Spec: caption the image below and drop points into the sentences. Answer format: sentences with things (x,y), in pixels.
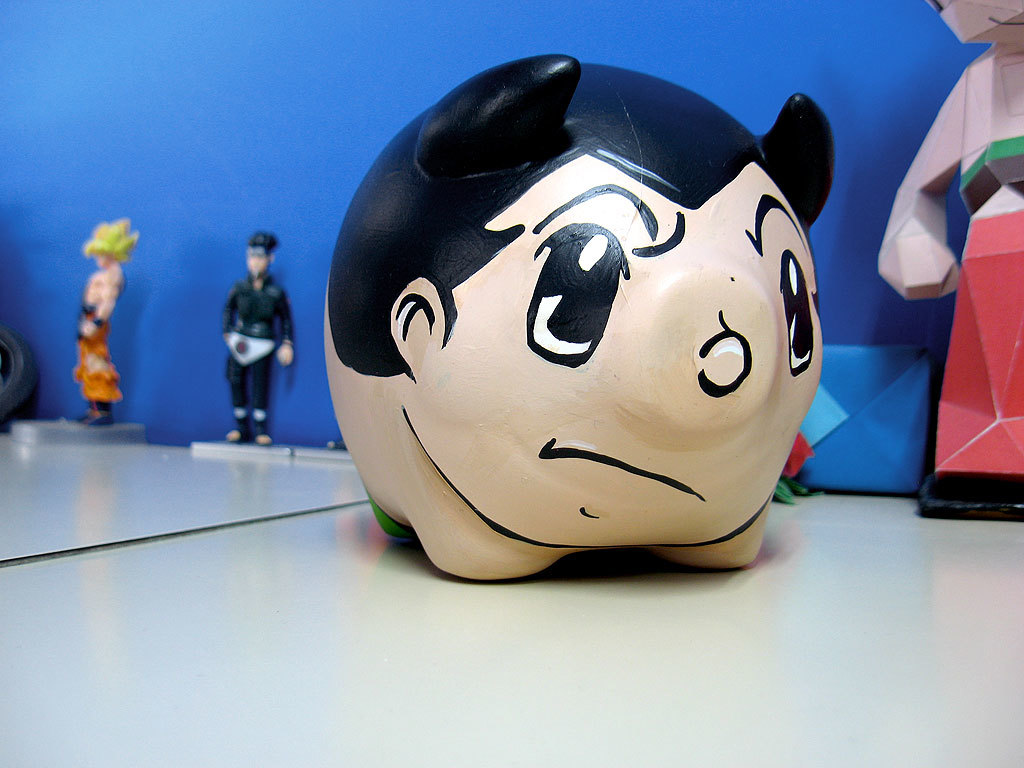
In the image there are few idols (247,341) and toys (505,472) on the table (328,638) and behind it there is blue wall (445,40).
